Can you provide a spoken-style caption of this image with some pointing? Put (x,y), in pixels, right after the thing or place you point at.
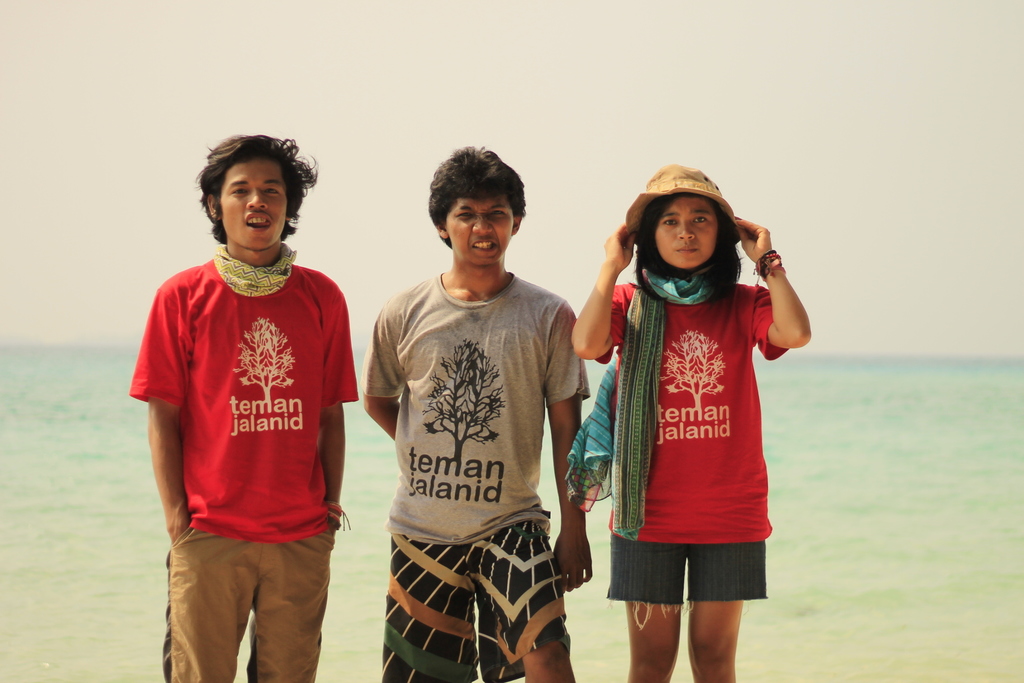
In the image there are three people (427,317) standing in the foreground (316,532) and behind them there is a beach (842,576).
